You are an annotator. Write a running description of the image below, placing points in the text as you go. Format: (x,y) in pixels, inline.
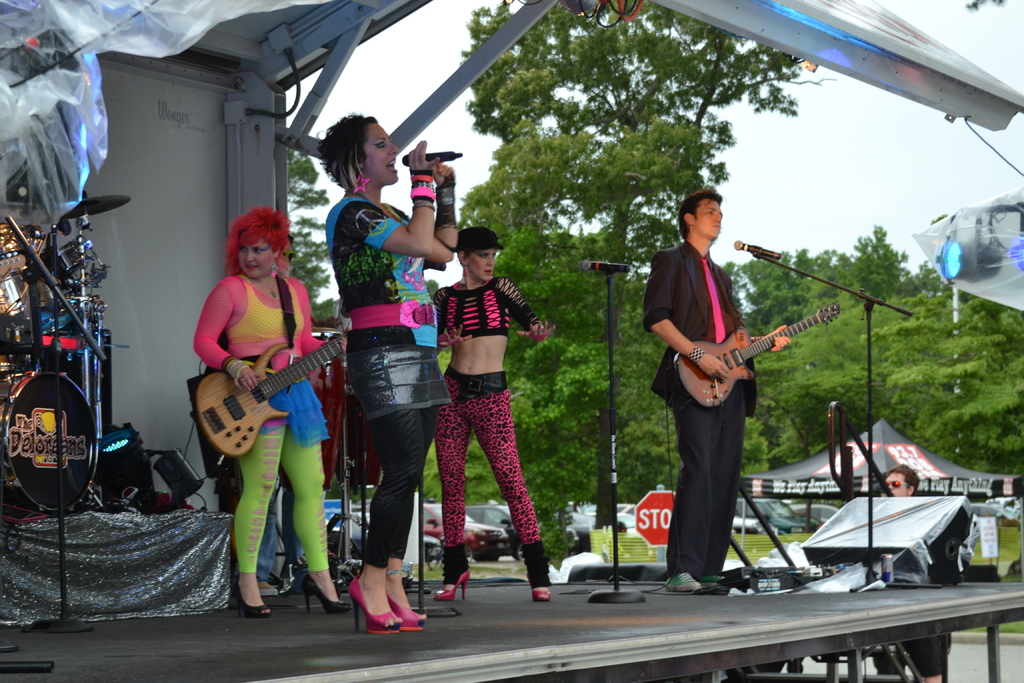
In this image we can see four people (298,358) performing on stage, three women (275,340) and one man (688,291), on the right side of this image (738,359) the man (731,308) is playing a guitar (731,347) in front of a microphone (755,255), the woman (417,362) in the middle (415,318) is holding a microphone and singing, on the left side of this image (91,322) we can see musical instruments (48,376) like cymbals (71,218) and musical drums (75,453), in the background (532,273) we can see some trees (532,273) and sky (803,124).
